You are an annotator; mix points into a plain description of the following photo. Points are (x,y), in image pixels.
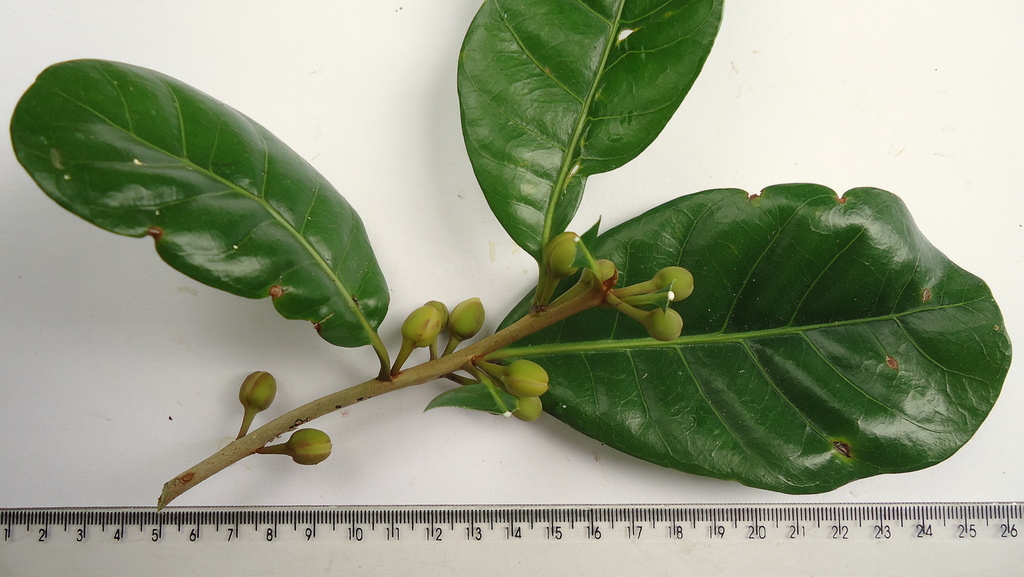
Here there is a plant (619,290) of green color, this is scale (604,521).
